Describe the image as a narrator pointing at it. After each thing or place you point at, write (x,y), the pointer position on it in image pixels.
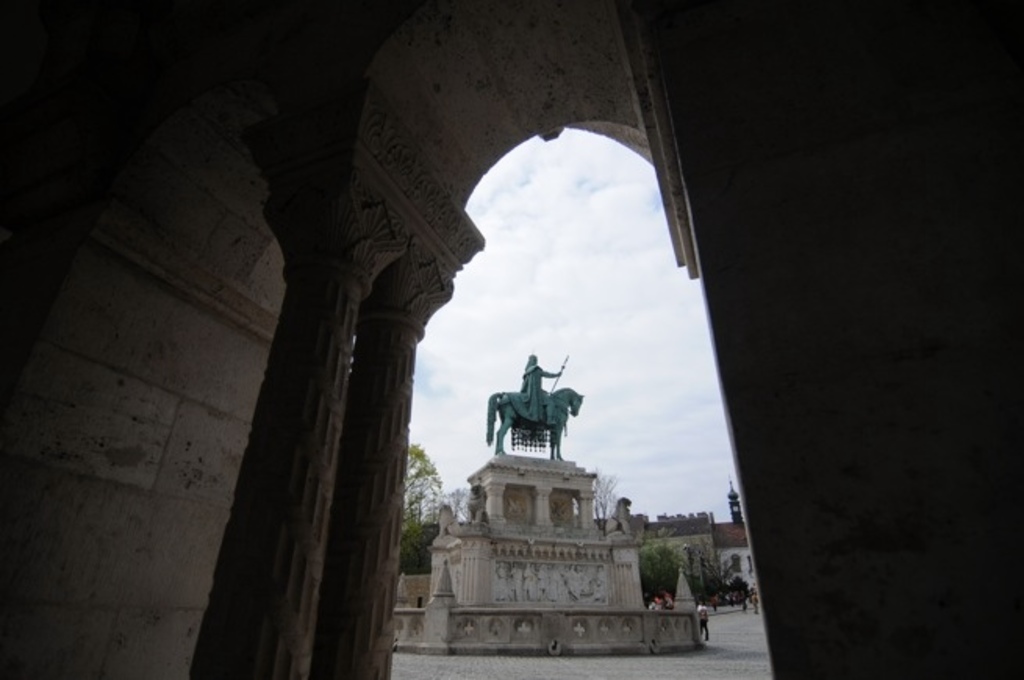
In this picture we can see the statue (492,418) of a person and horse (558,428) at the top of this monument (540,492). On the left (266,558) we can see the pillars (278,521). Beside that there is a wall (169,410). At the top (569,211) we can see sky (533,262) and clouds (602,335).
